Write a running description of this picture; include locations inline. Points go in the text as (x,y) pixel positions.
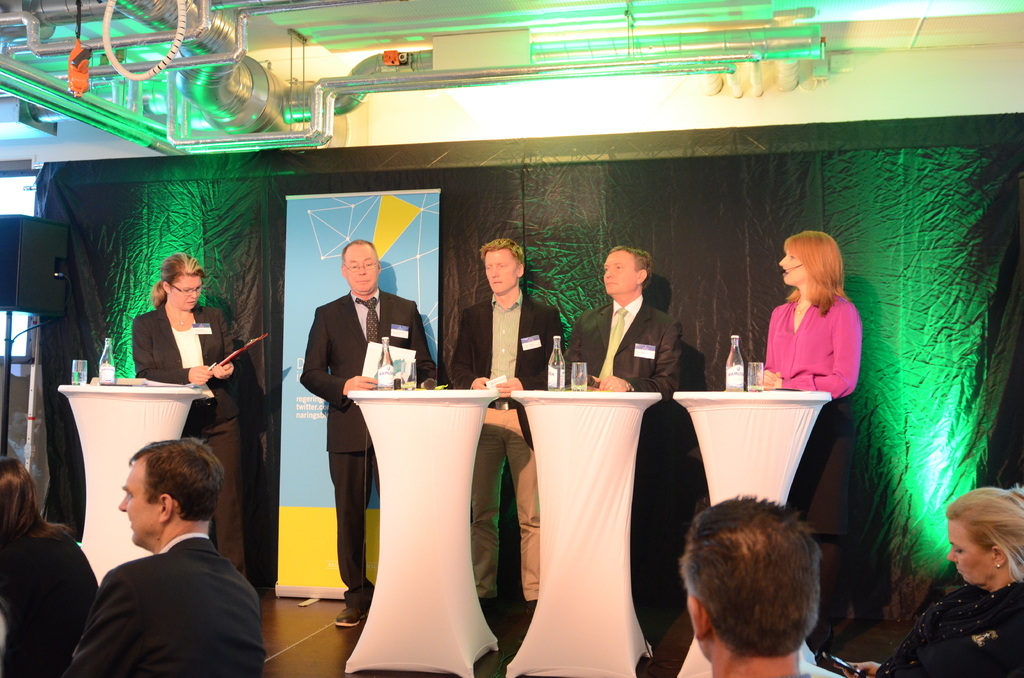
At the bottom of the image (144,608) we can see a few people (15,618). Among them, we can see one person (939,612) is holding some object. In the center of the image (479,364) we can see a few people (603,359) are standing and they are holding some objects (601,381). In front of them, we can see stands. On the stands (85,417), we can see bottles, glasses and some objects (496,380). In the background (461,223) there is a wall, curtain (597,248), banner (340,232), lights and a few other objects (238,113).
